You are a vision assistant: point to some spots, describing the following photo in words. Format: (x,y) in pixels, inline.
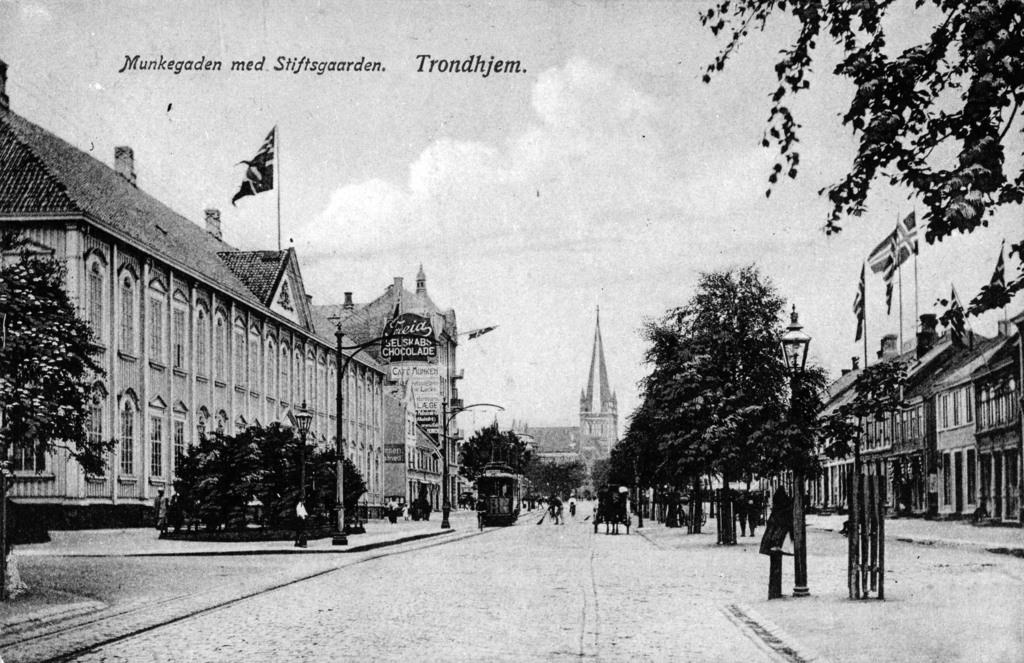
In this black and white picture there is a cart (601,512) and a vehicle (497,509) on the road (568,567). There are people (556,509) on the road (573,557). There are street lights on the pavement (374,539). Left side (241,482) there are plants (327,479) on the pavement (369,526). Right side (784,520) there are people (778,540) on the pavement (756,535). There are flags (863,283) attached to the poles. Background there are trees (683,439) and buildings (906,409). Top of the image (683,119) there is sky (608,215) having clouds (541,147). Left top there is some text (415,54). Right top there are branches (919,120) having leaves (981,115).
